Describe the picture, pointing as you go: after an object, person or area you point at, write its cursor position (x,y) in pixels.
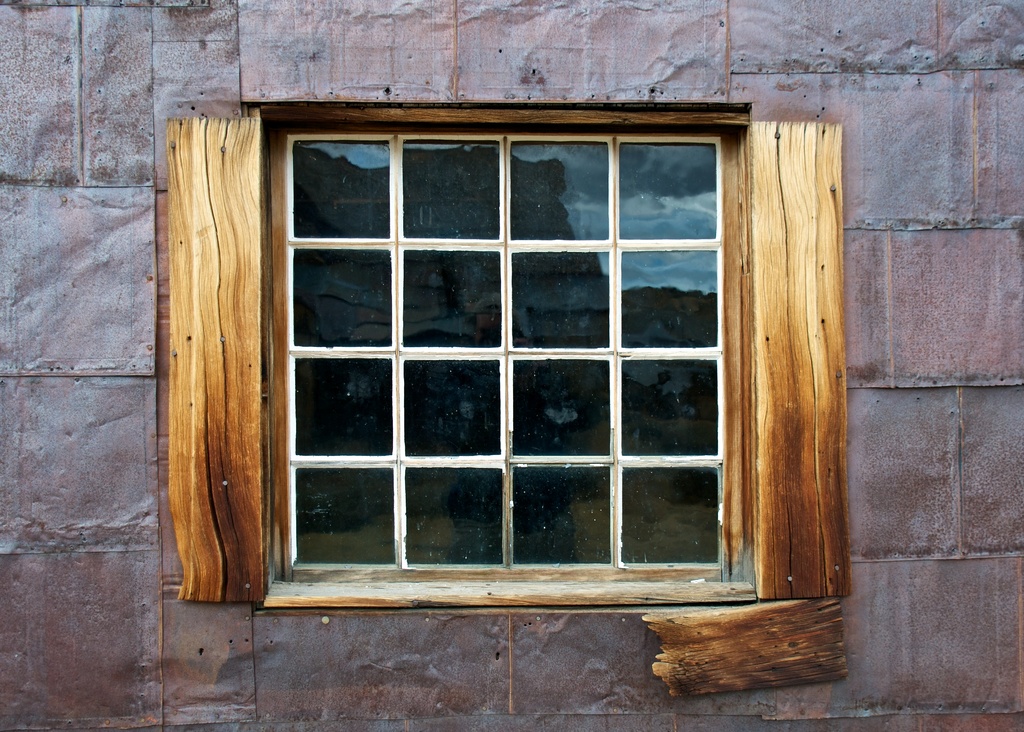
In the image we can see there is a window (743,469) on the wall (913,450) and there are square shape partitions (453,342) on the window (577,573). There are iron sheets (861,517) pinned on the wall (861,493) and there are wooden sheets (234,470) pinned on the boundary (226,409) of the window (389,154).
